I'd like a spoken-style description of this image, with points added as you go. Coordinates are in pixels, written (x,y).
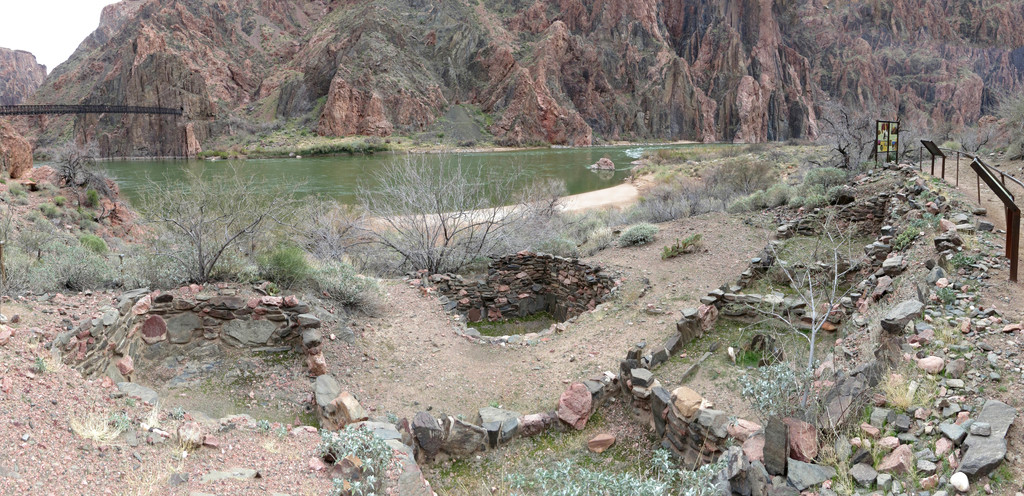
In this image we can see hills (292,85), water (265,183), trees (403,203), stones (890,418), rocks (965,277), grass (904,388) and sky (40,37).
